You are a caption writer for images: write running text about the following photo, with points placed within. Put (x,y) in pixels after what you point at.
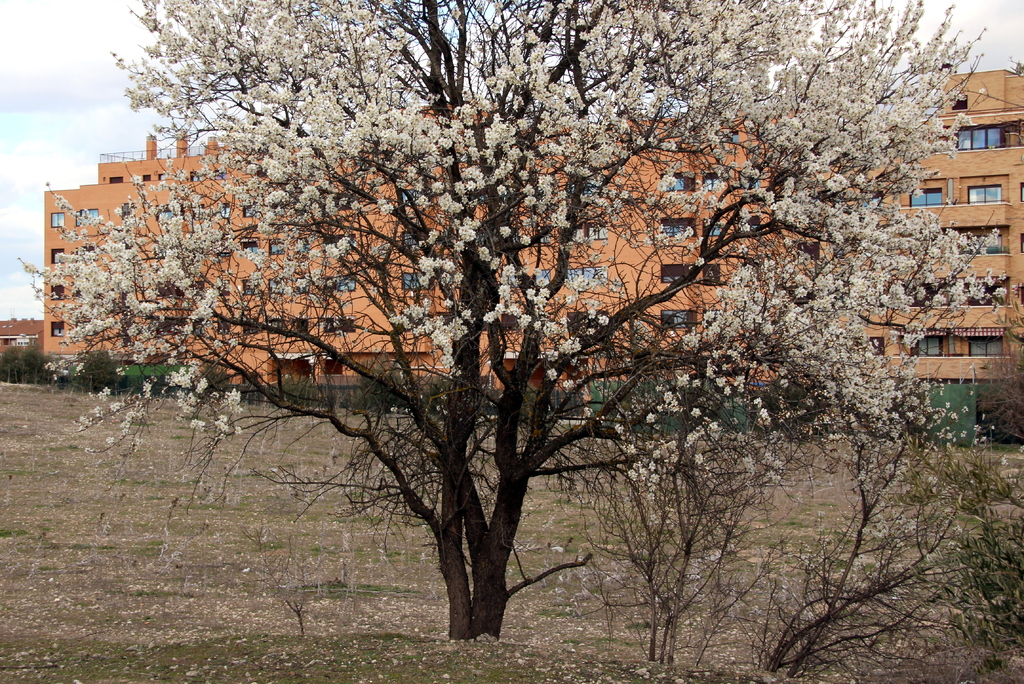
In this image we can see trees (868,385), flowers (729,52), ground (315,508), and buildings (997,196). In the background (114,152) there is sky (75,73) with clouds (86,20).
